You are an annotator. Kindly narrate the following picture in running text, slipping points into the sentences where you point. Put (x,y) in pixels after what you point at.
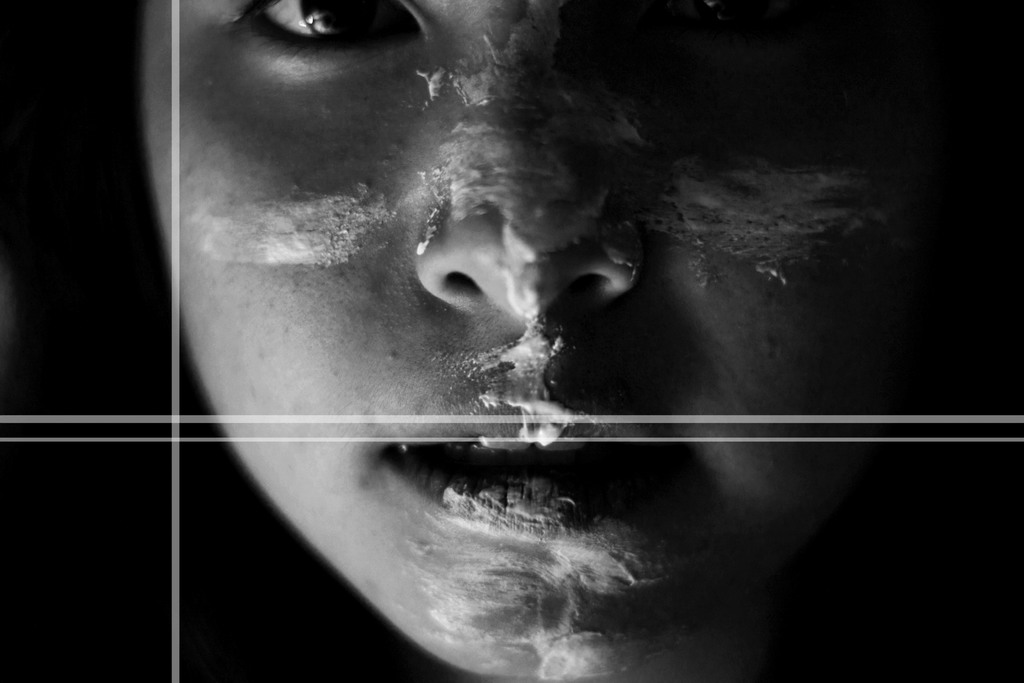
This is an edited image, where there is cream (594,570) on the person face (558,358).
